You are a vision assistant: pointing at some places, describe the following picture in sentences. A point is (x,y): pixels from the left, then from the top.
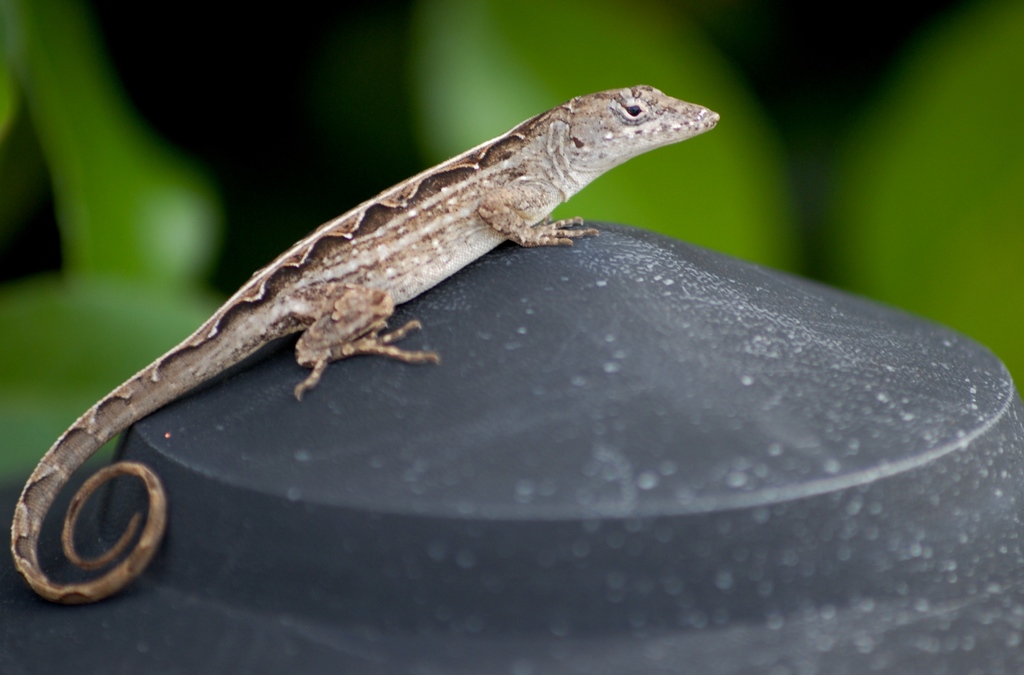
In the picture I can see a reptile (690,128) on the black surface (503,496). The background of the image (883,103) is blurred, which is in green color.
